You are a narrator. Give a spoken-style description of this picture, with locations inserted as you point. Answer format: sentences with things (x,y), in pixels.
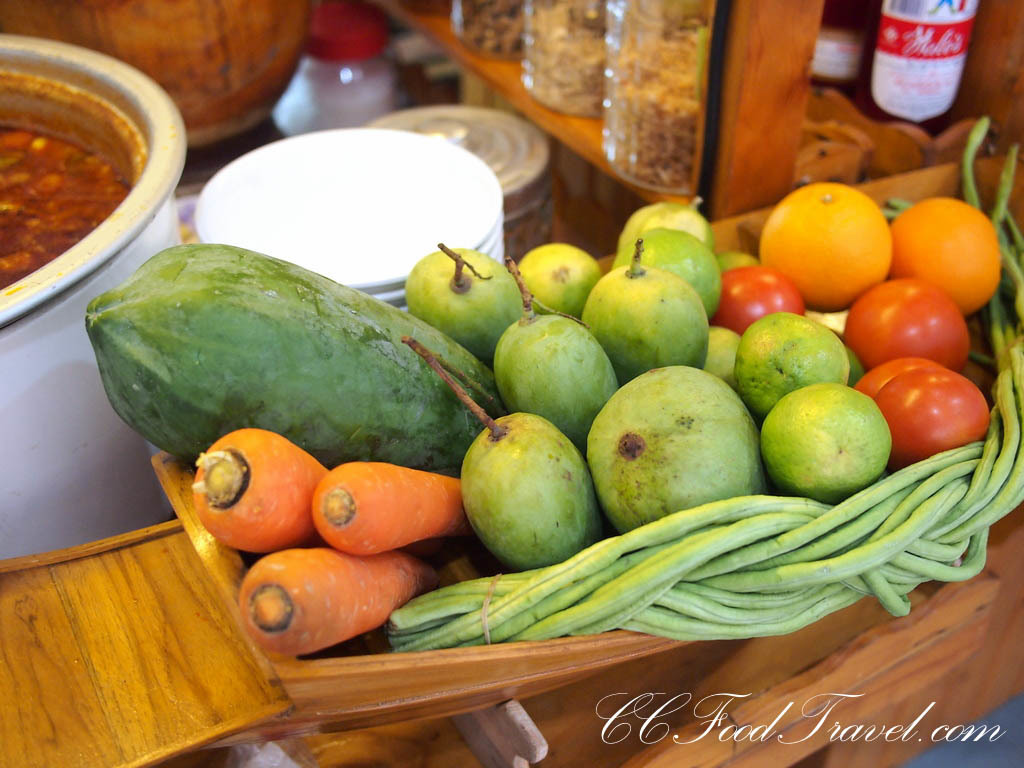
This image consists of vegetables (206,311) kept in a basket (336,668). To the left (141,194), there is a bowl (141,194). In the background (446,112), there are jars (683,105) and boxes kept on the table (346,755). The table (680,727) is made up of wood (508,700).
